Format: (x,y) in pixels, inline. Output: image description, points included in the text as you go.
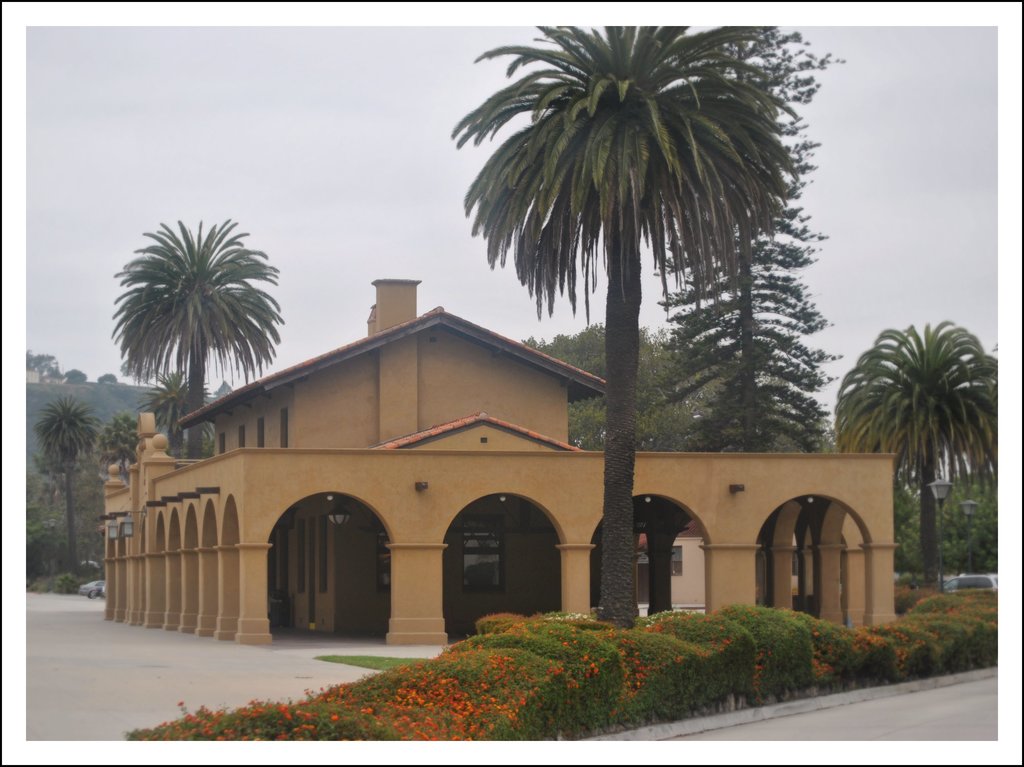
This image consists of a house (422,451). At the bottom (624,681), there are plants (594,681). Beside the house (791,453), we can see big trees (76,531). In the background (72,386), there is a mountain (70,396). At the top (239,137), there is a sky (264,148). On the right (966,581), we can see a car (953,591) parked.
